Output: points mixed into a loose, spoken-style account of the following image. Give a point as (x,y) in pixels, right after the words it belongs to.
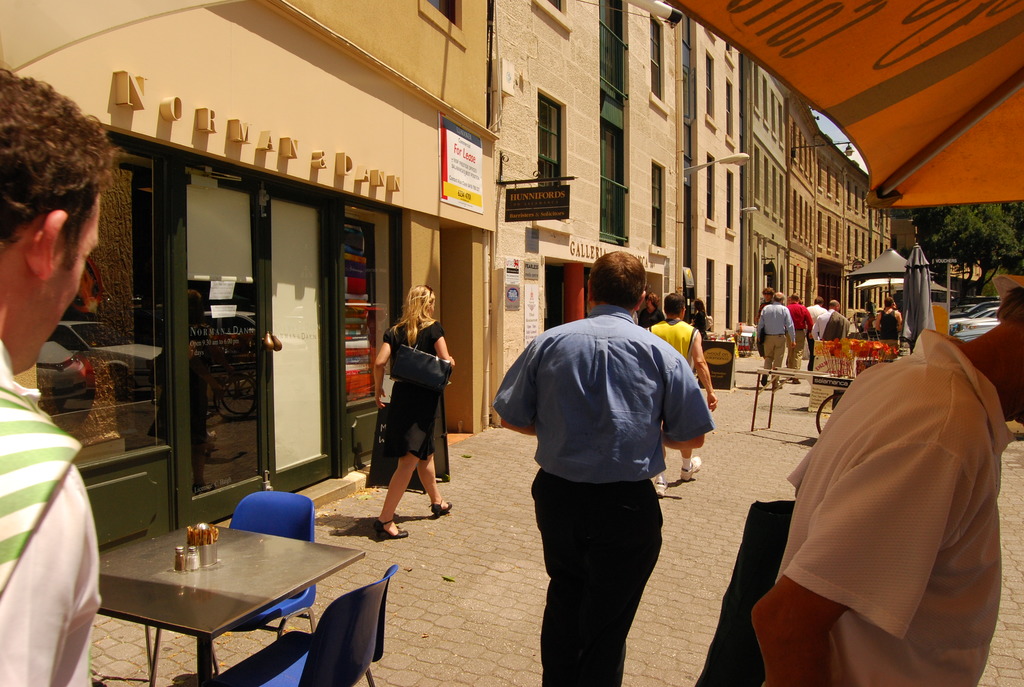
This picture is clicked in the city. Here, we see many people (689,420) walking on sidewalk (459,556). Beside them, we see many buildings (725,206). In front of the picture on left bottom (189,583), we see a table (192,589) on which salt and pepper shakers (191,559) are placed. On the right top of the picture (817,84), we see an orange tent (927,62) and on background (965,209), we see trees (946,244).
